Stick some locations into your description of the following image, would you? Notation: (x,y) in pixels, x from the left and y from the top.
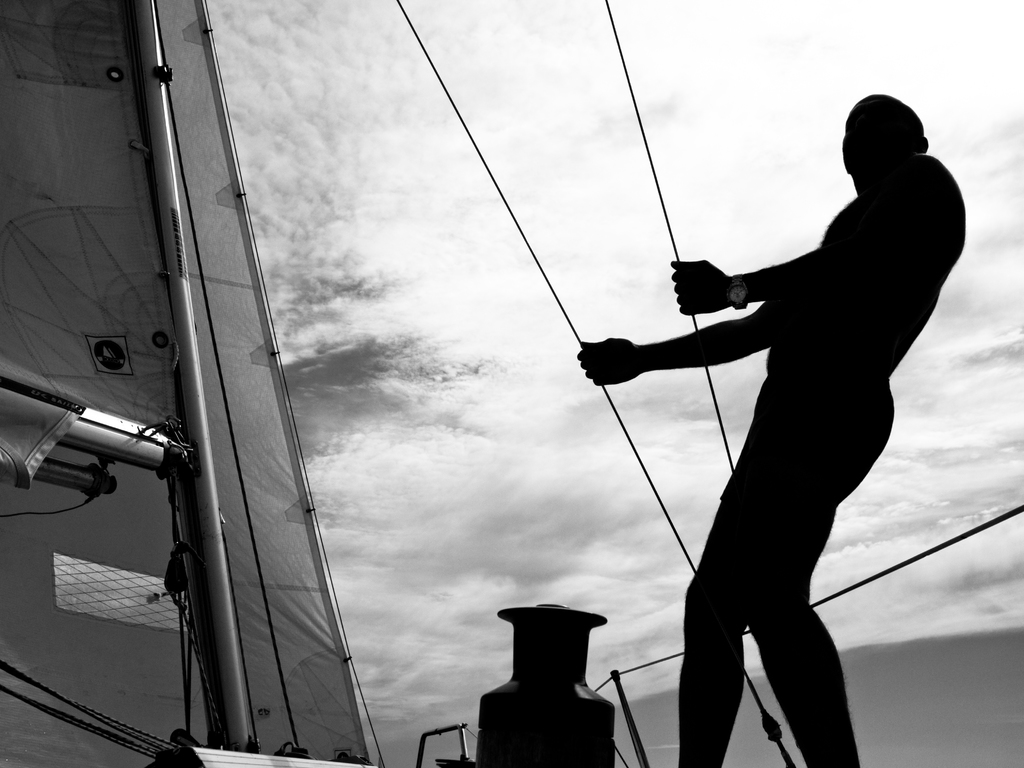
In this image a person (695,358) is standing on the boat (238,734). He is holding the wires (604,382). Bottom of the image (509,732) there is an object (535,721) on the boat (251,767). Background (458,341) there is sky (610,311) with some clouds (511,348).
